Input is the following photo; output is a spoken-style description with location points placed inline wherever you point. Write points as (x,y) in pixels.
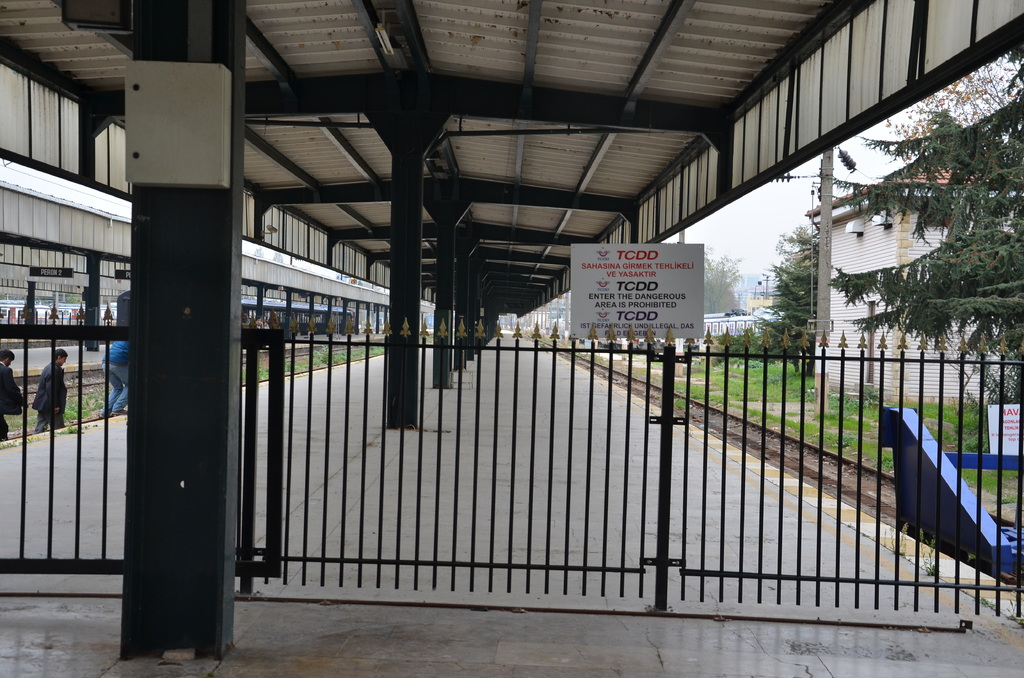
In this image, there are a few people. We can see the fence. We can see some pillars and poles (829,203). We can see some boards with text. We can see some grass (852,416), plants (930,543) and trees (998,127). There are a few houses (865,252). We can see the sky (779,184). We can see the railway track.
